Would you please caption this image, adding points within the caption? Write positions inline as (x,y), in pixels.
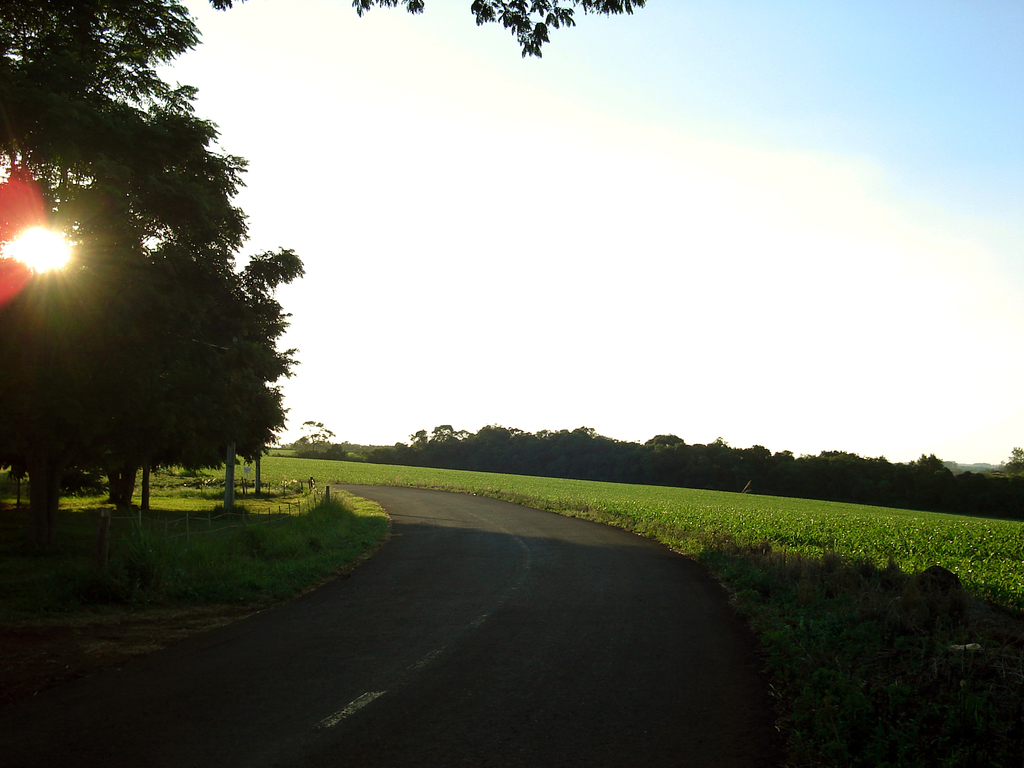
In this image, I can see the road (466,555), plants (846,599), grass (305,541), fence (328,490) and trees (310,425). In the background (603,422), there is the sky (703,197).
